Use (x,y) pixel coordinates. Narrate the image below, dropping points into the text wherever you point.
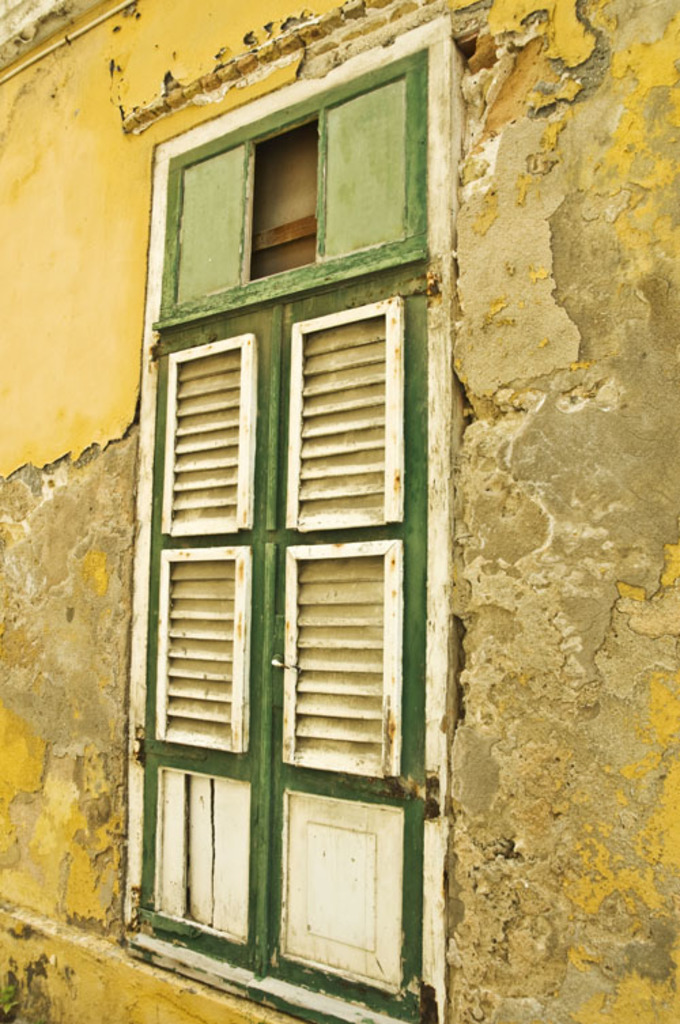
In the image there is a wall (81,726) with windows (272,641). And the window (222,372) is in green and white color.
